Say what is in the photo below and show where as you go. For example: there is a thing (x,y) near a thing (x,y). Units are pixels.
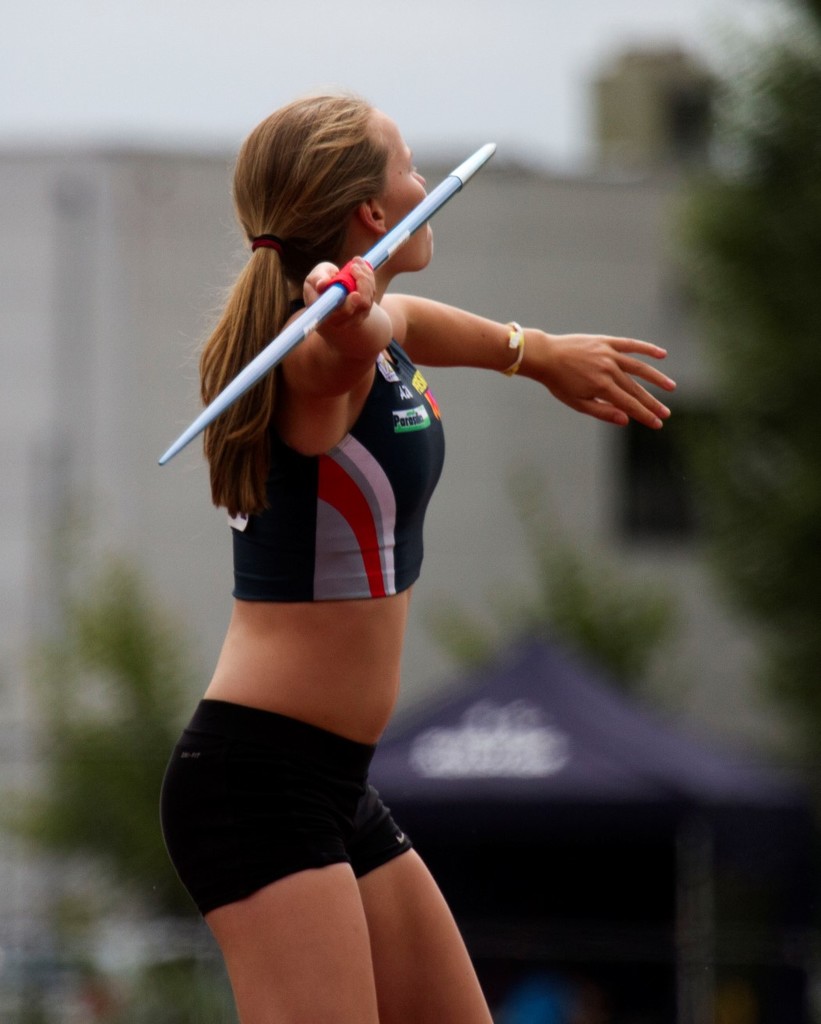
In this image there is a girl (403,630) who is throwing the javelin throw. In the background (401,798) there is a tent (565,763). Behind the tent (565,755) there is a building (605,523). On the right side (742,299) there are trees (736,366).
